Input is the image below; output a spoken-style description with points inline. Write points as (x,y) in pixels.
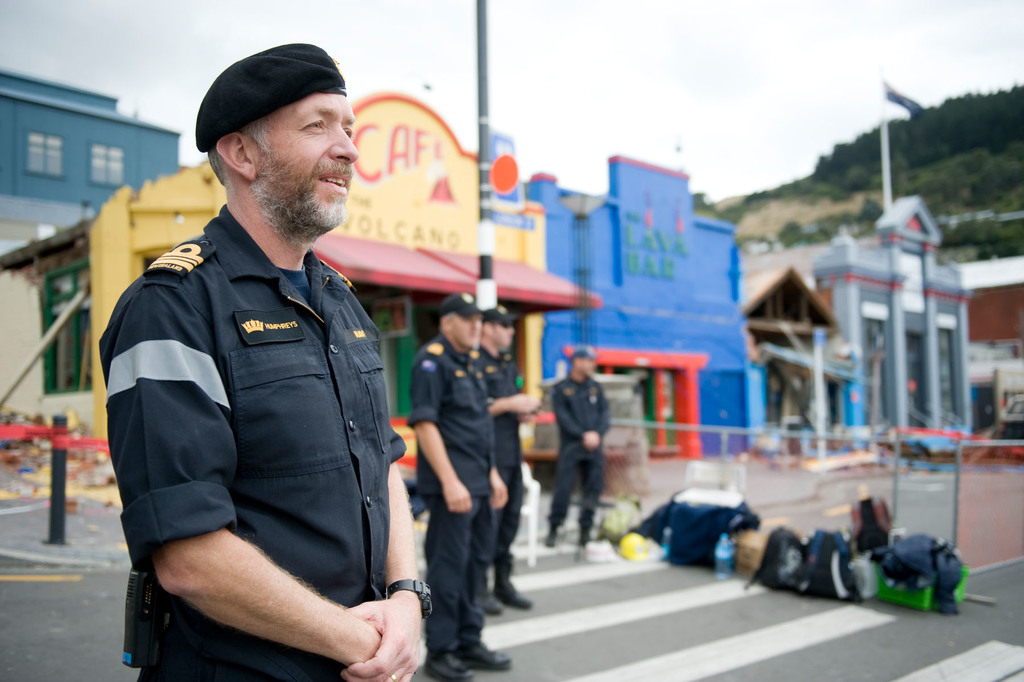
In this image we can see a few stores (632,332) and the persons (318,538) are standing. There are many trees (943,138) in the image. There are some objects (855,542) are placed on the road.
